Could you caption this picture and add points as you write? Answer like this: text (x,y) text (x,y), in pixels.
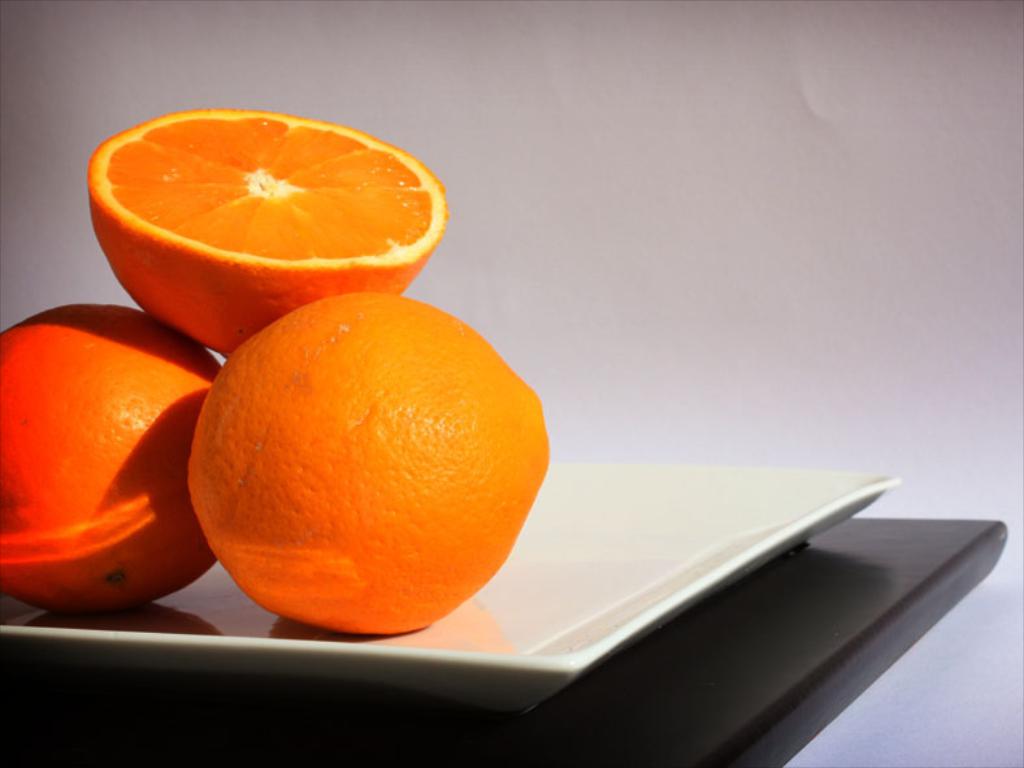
In this image we can see an orange slice (212,270) on the oranges (310,554) in a plate (307,670) on a platform (639,681). In the background (629,173) we can see the wall (629,173).
